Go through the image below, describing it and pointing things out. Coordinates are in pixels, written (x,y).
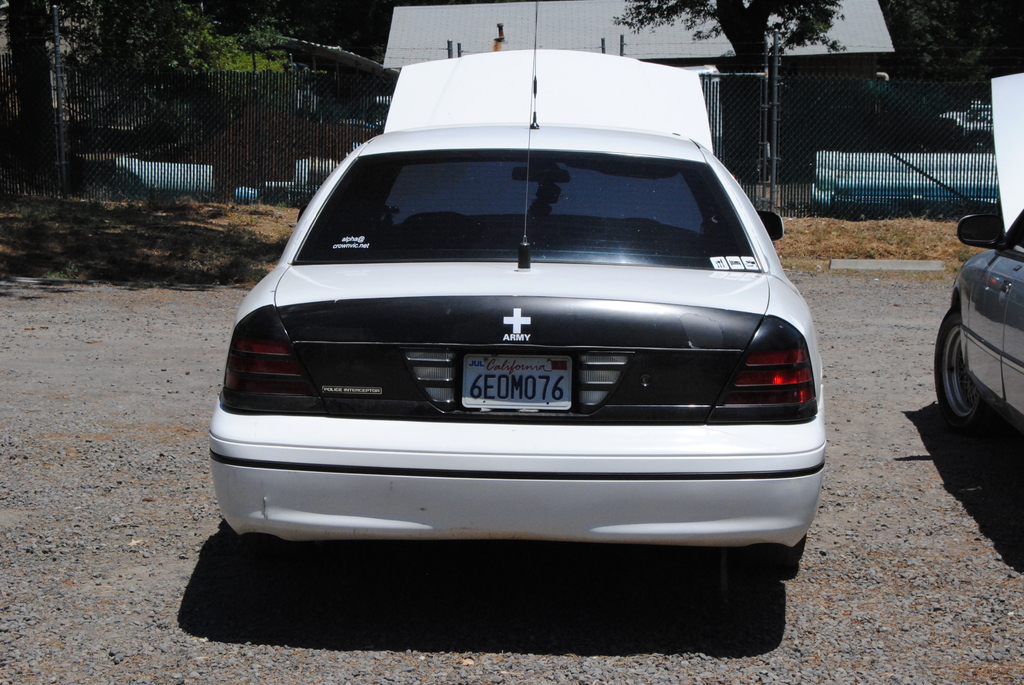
In this image we can see some cars (509,477) on the ground (689,567). We can also see some stones (864,622), plants (931,237), the metal fence (770,175), some poles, a house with a roof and a group of trees (357,48).
